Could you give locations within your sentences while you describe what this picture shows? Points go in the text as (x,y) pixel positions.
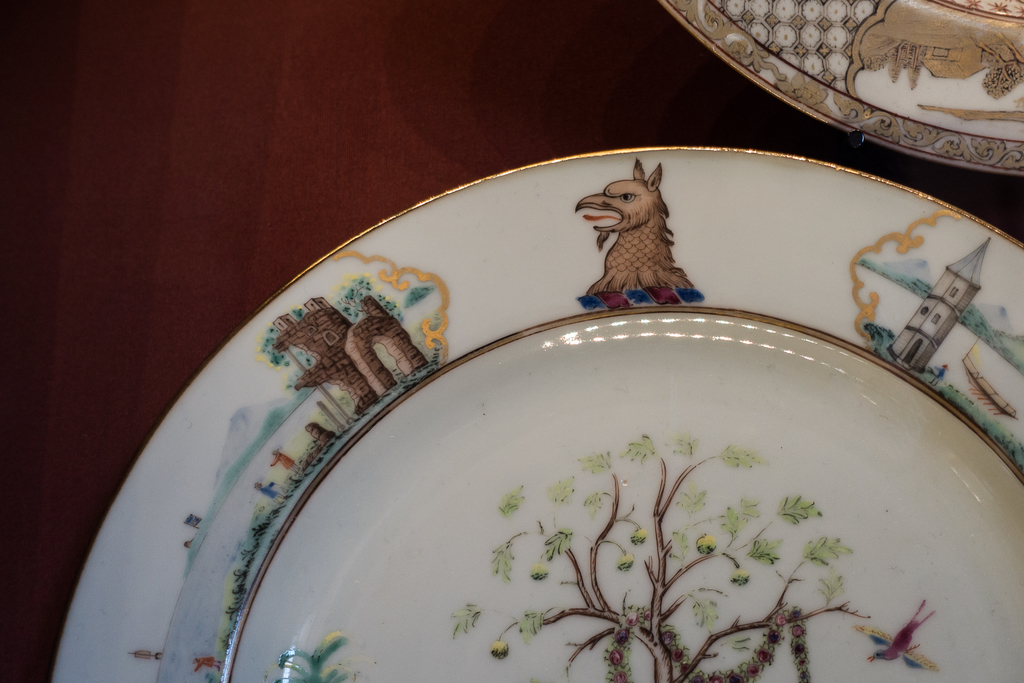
In this image I can see two plates (780,191) are kept on the table (317,154). This image is taken in a room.
